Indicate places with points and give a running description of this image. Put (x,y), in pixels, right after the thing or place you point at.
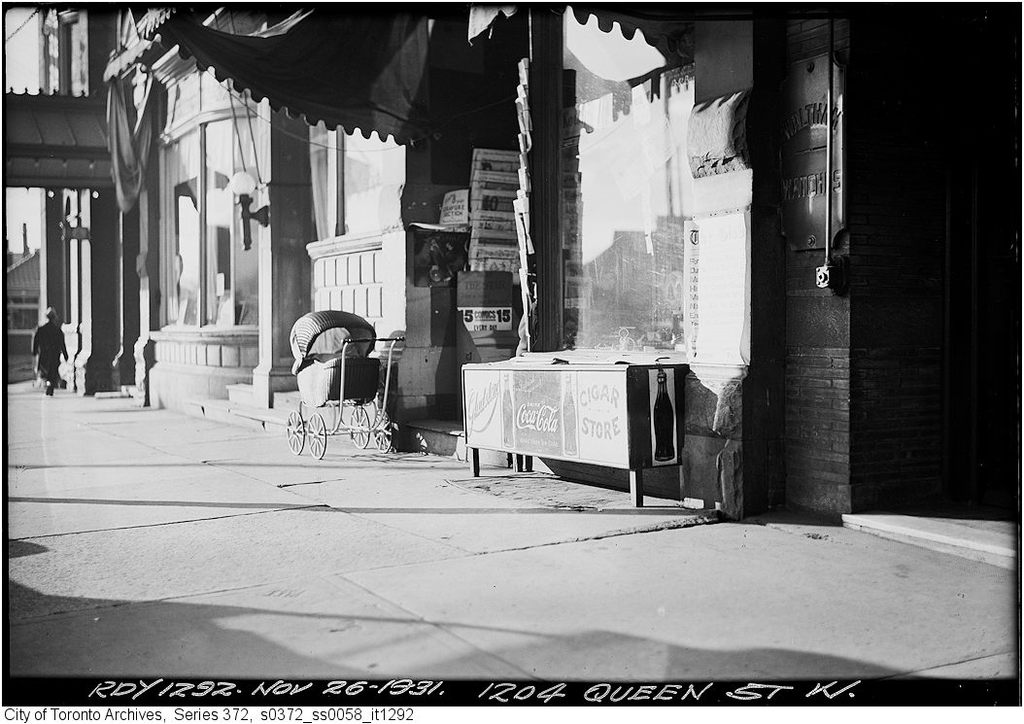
In this image we can see a trolley (358,374), person (49,341), canvas cloth (350,72), books (497,162), table (491,377), walls (279,214), electric light (249,199), building (226,207), pipeline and sky (17,36).
